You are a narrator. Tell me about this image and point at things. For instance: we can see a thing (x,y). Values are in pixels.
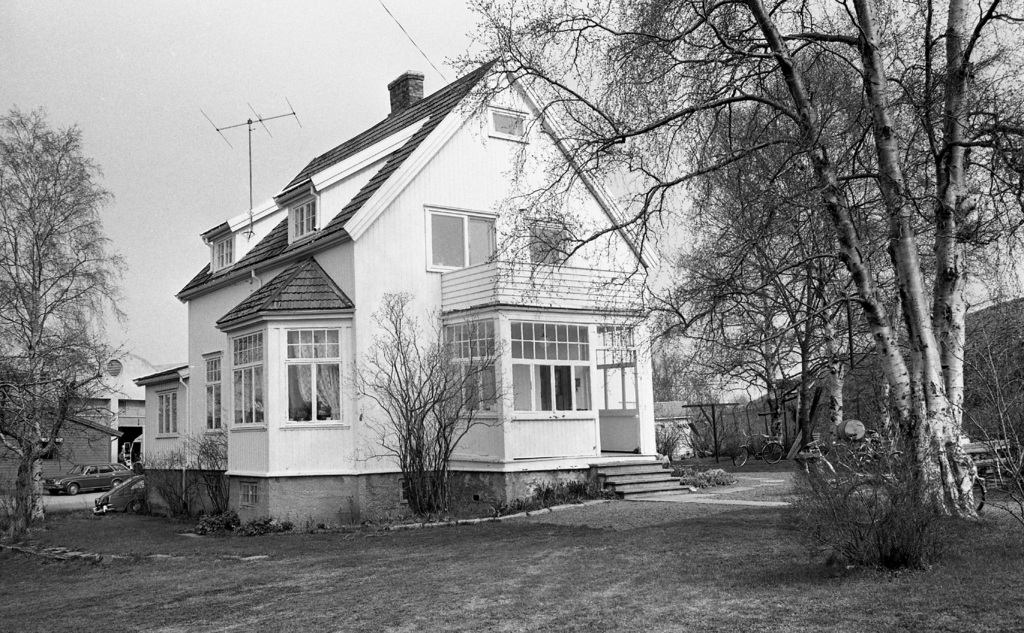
This is a black and white image. We can see a house (439,279) and on the right side of the image (756,451), there are bicycles (738,452). Behind the house (532,431) there is a car (73,481) and another house (80,413). On the left (38,478) and right side of the image (763,314), there are trees (70,398). At the top left corner of the image (168,62), there is the sky (90,70).
